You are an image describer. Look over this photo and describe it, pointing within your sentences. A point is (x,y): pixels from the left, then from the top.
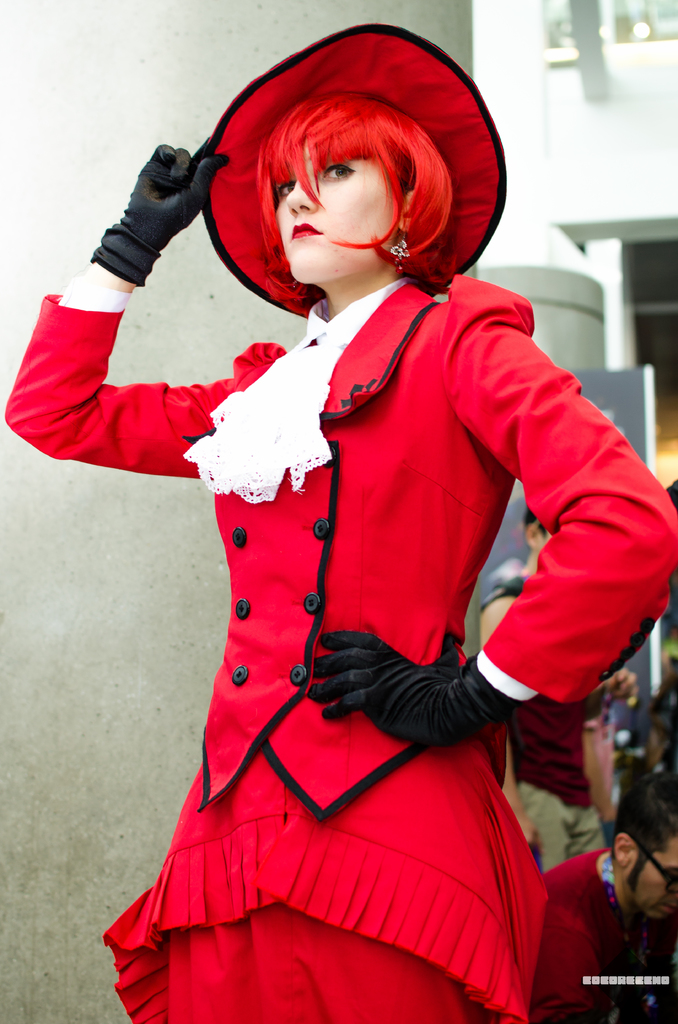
In this image there is a woman (331,603) standing. She is wearing a hat (305,69) and gloves (320,671). It looks like a costume (338,822). To the left (132,706) there is a wall (68,621). To the right (596,763) there are a few people (589,828) behind her.
